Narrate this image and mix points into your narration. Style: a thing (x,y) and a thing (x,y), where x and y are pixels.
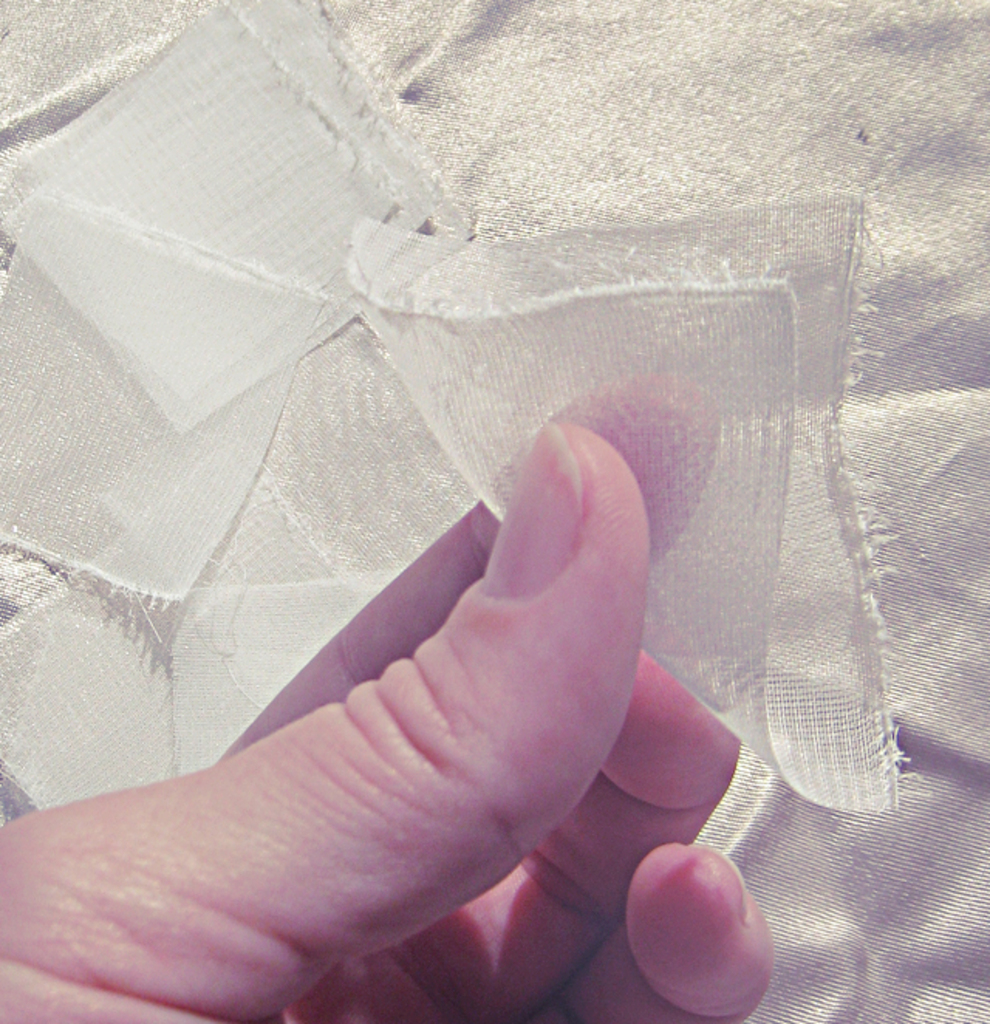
In the center of the image (394,354) we can see pieces of cloth (547,306) in person's hand (588,634).
